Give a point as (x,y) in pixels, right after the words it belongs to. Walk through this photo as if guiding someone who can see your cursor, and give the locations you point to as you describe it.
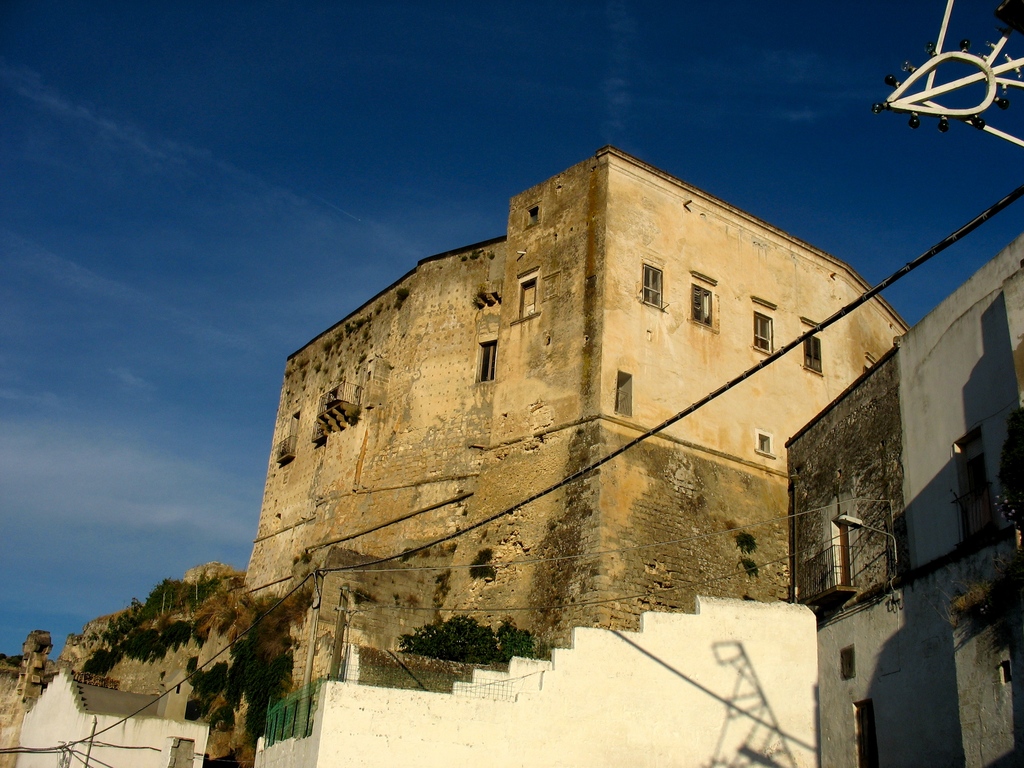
In the picture there is an old building (354,602), it looks like some monument (491,463) and beside that there is a house (1009,691).
